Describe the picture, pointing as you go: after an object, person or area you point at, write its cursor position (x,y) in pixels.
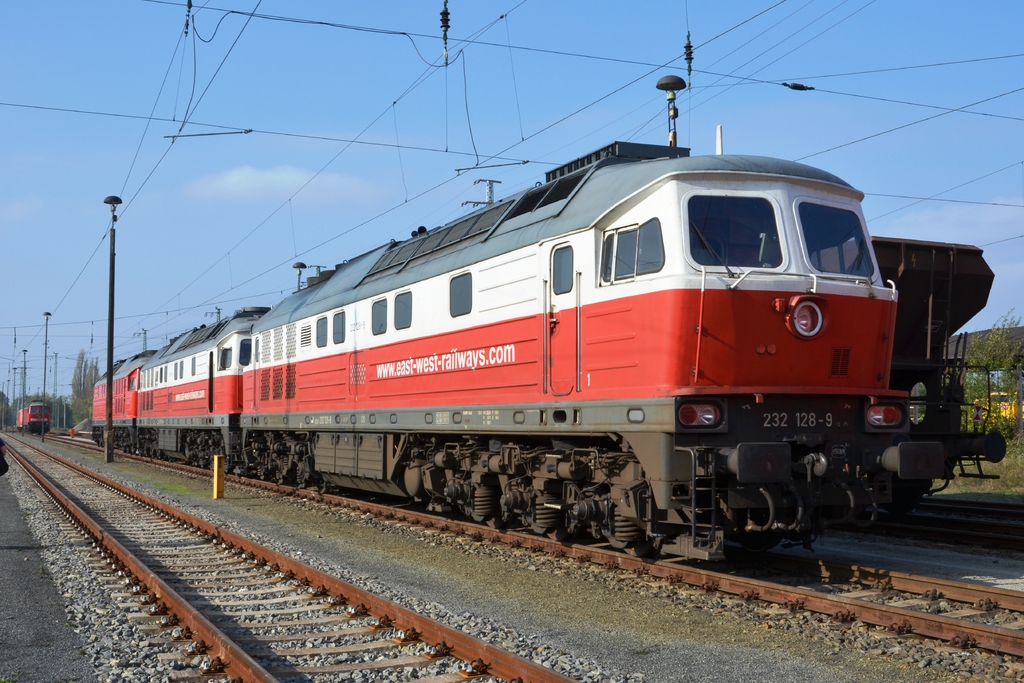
In this image I can see few trains (488,433) on the railway-track (754,567). Train (710,273) in white, red and ash color. I can see few poles (109,209), wires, plants (1000,361) and sky (561,71) is in white and blue color.
